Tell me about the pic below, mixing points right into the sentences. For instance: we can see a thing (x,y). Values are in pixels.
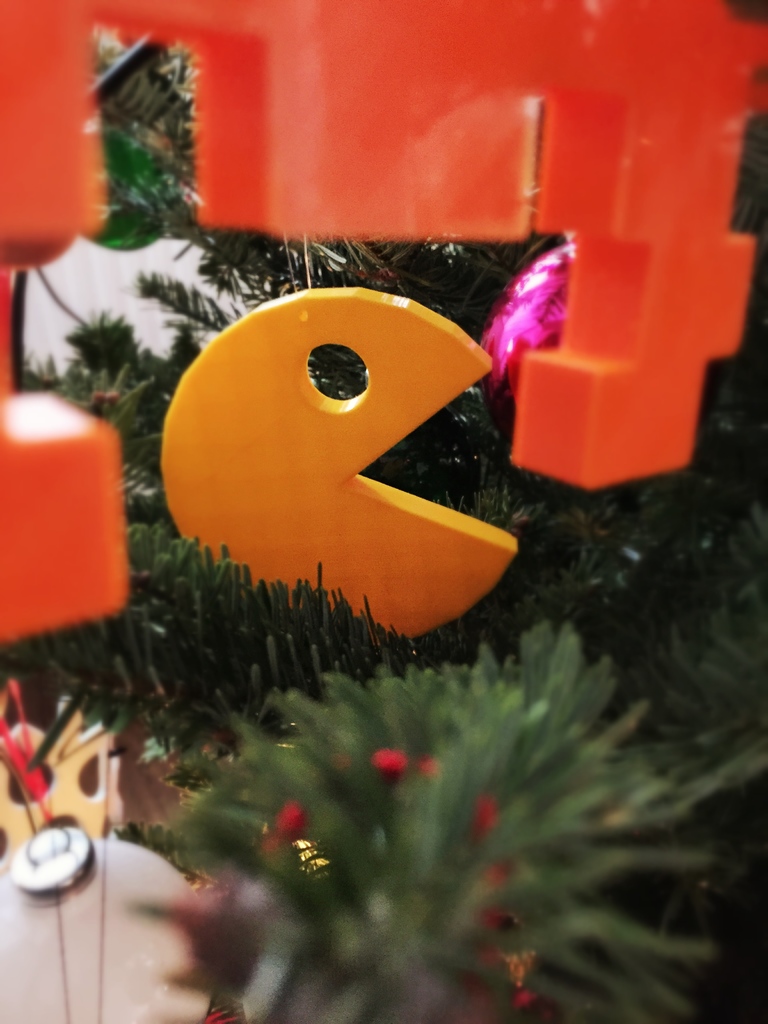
In this image I can see plants (487,657) and toys (432,592).
